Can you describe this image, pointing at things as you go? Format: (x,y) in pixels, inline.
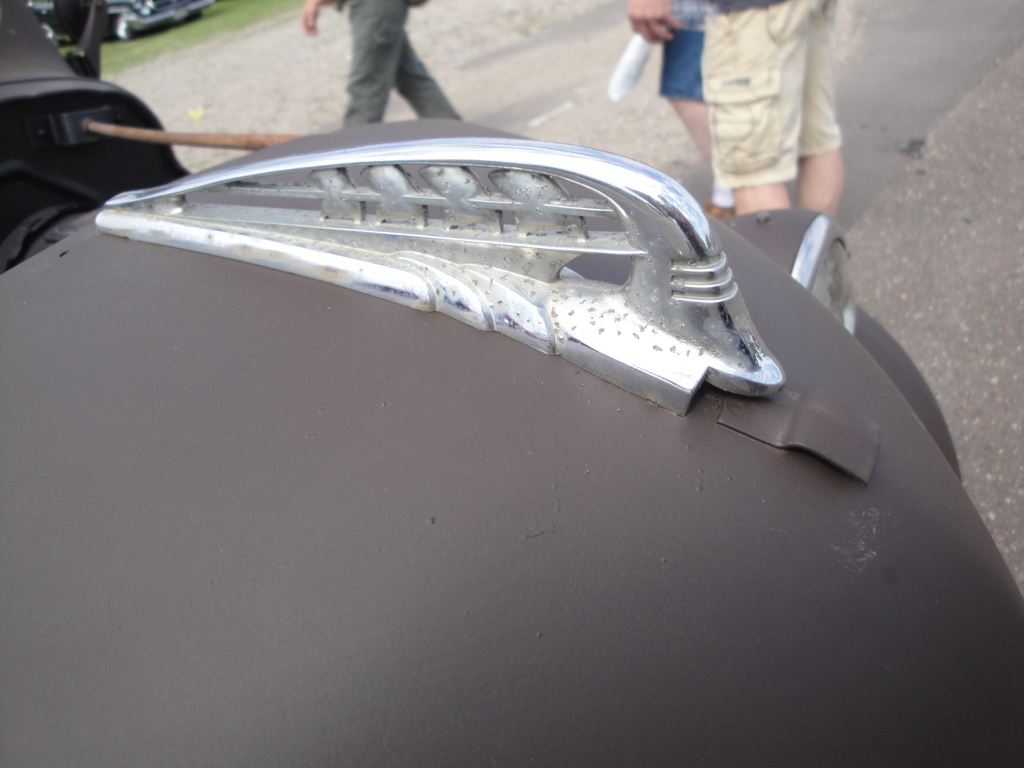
In this image, in the middle (460,416) there is a fender (426,540) of a car (286,431). At the top (403,9) there are people (775,118), vehicle (135,24), grass (204,11), road (916,177).
